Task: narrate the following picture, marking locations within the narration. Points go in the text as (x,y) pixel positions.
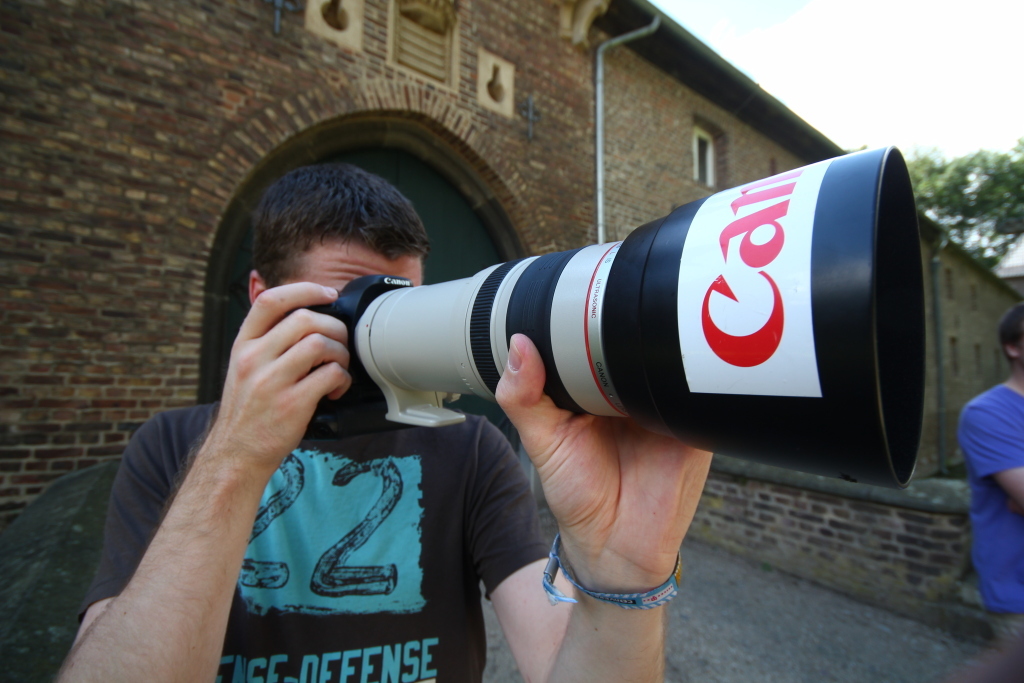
There is a person (290,373) in a t-shirt (467,538) holding a camera (353,299) with one hand (295,339) and holding a lens (573,260) which is attached to the camera (351,319) with other hand (633,580) and standing. on the right side (1004,609), there is a person (1023,310) in blue color t-shirt (992,548). In the background (239,37), there is a building (408,58) which is having an entrance (452,249) and windows (433,52), there is a tree (978,240) and there is sky (928,75).
